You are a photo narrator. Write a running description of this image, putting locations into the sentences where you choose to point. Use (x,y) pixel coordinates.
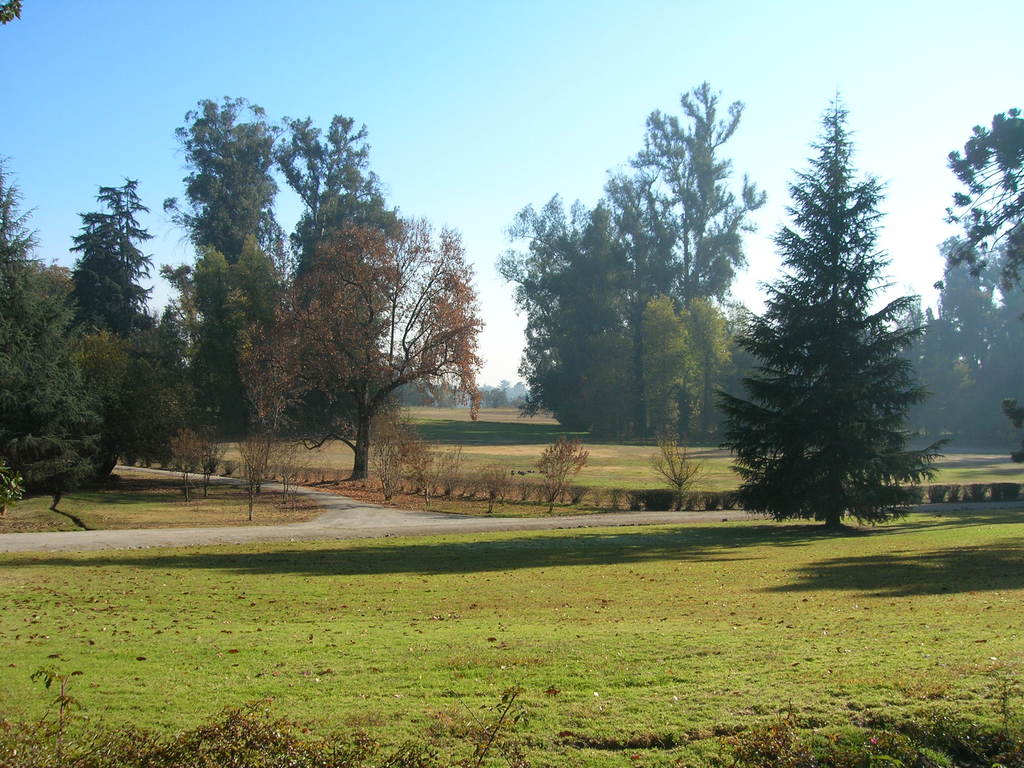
This picture is clicked outside. In the foreground (289,643) we can see the green grass (449,636). In the center (383,457) we can see the plants (669,450) and the trees (641,255). In the background (474,98) there is a sky (487,127).
